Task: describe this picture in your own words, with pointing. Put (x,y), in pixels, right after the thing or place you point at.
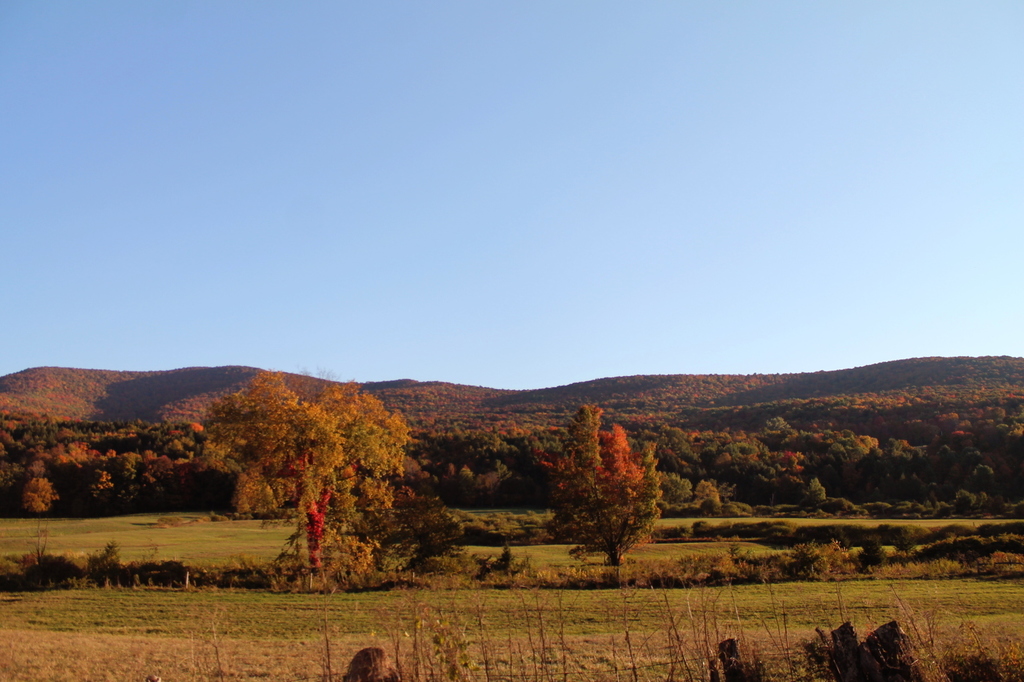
In this image we can able to see a some mountains (530,420), trees (570,446), plants (633,676), and also we can see the sky (342,159).
